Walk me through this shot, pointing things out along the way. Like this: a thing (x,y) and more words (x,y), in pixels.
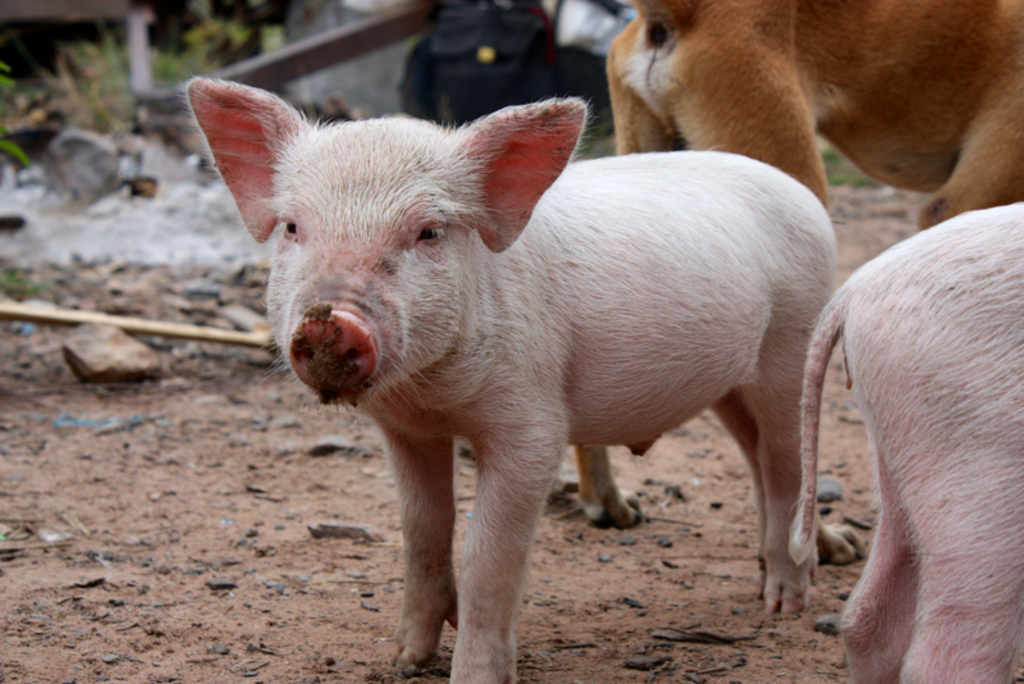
In this image there are animals (874,262). At the bottom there are rocks (117,368) and we can see grass (120,40).
